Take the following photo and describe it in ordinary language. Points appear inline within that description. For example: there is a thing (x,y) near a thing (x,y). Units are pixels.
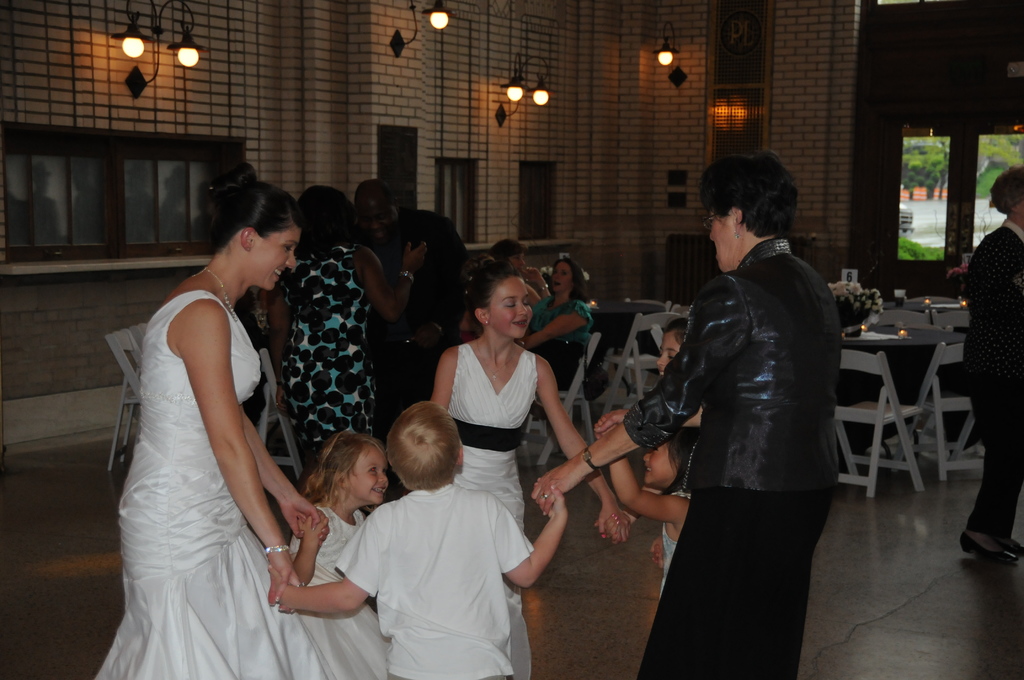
In the foreground of this image (433,600), there are two women (687,608), four girls (630,469) and a boy (448,589) are holding hands (627,522) together and standing on the floor (879,609). In the background (999,414), there are tables (922,342), chairs (888,367), flower vase (863,312), few persons (986,365) standing and few (547,306) are sitting, wall (626,126), lights (139,26), windows (114,213) and a door (940,158).
